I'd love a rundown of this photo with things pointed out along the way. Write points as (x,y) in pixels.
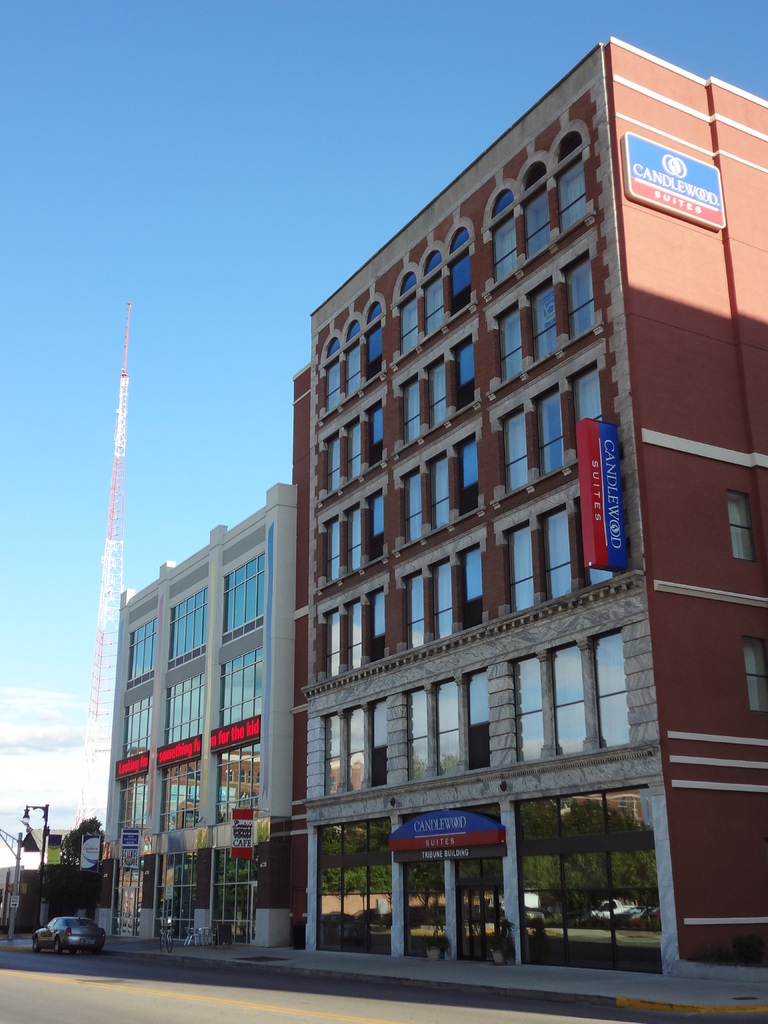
In this image I can see a building (571,701) in red and white color. Background (96,826) I can see a vehicle (67,941), trees (85,823) in green color and sky (229,209) in blue and white color.
